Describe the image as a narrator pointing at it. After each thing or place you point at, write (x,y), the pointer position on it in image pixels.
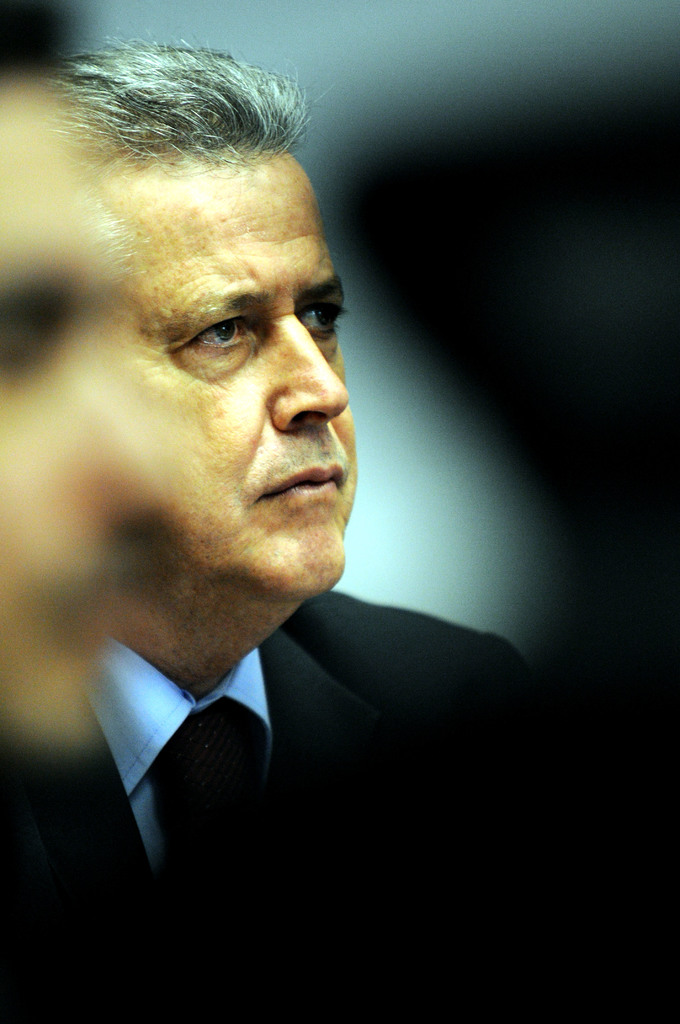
In this picture there is a man (123,171) on the left side of the image (135,166).
